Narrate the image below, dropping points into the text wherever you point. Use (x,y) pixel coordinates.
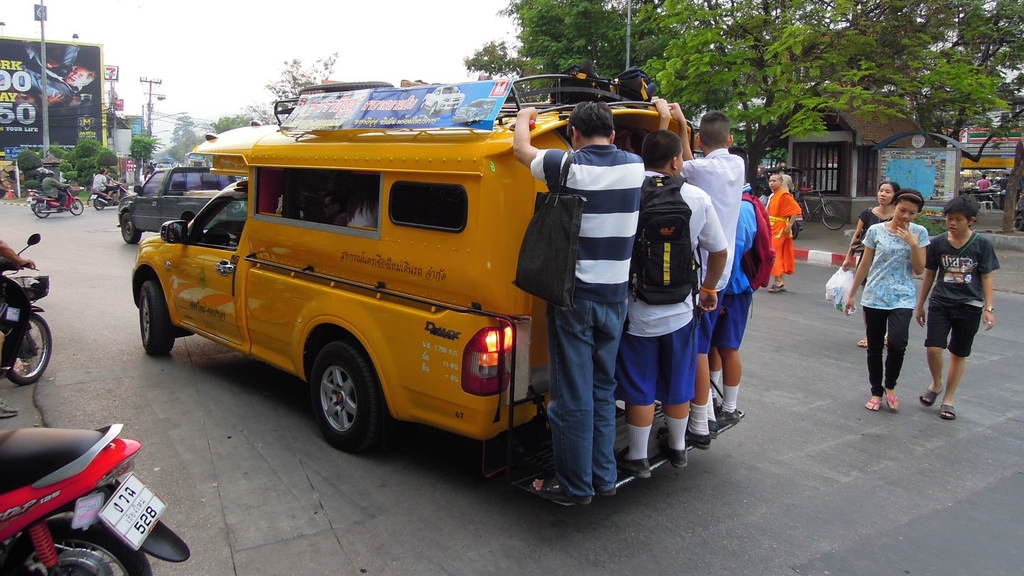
This is a picture taken in the outdoors. It is sunny. On the road (247,429) there is a yellow color vehicle (404,308) in the vehicle (546,340) there are group of people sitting and on the vehicle (531,372) there are group of people (605,345) stand. Beside the vehicle (486,283) there are group of people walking on a road (833,470). Behind the vehicle (425,233) there are vehicles (136,198), hoarding (73,107), pole (45,101), trees (505,52) and sky (234,76).
